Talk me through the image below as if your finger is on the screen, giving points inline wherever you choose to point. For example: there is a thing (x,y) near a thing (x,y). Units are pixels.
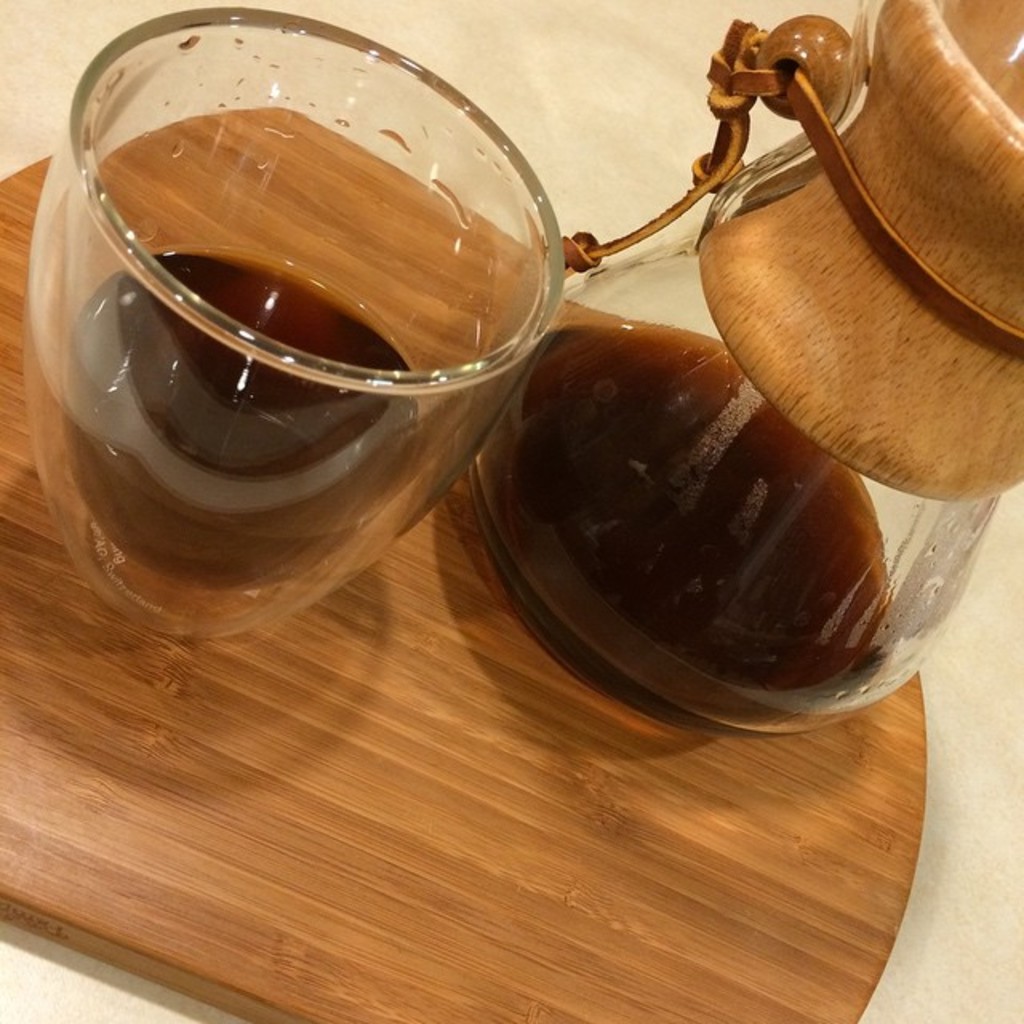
In this picture we can see wood (381,893) at the bottom (394,896), on the left side (246,396) there is a glass (364,449) of drink (290,418), on the right side (788,304) it looks like a glass kettle (851,392).
